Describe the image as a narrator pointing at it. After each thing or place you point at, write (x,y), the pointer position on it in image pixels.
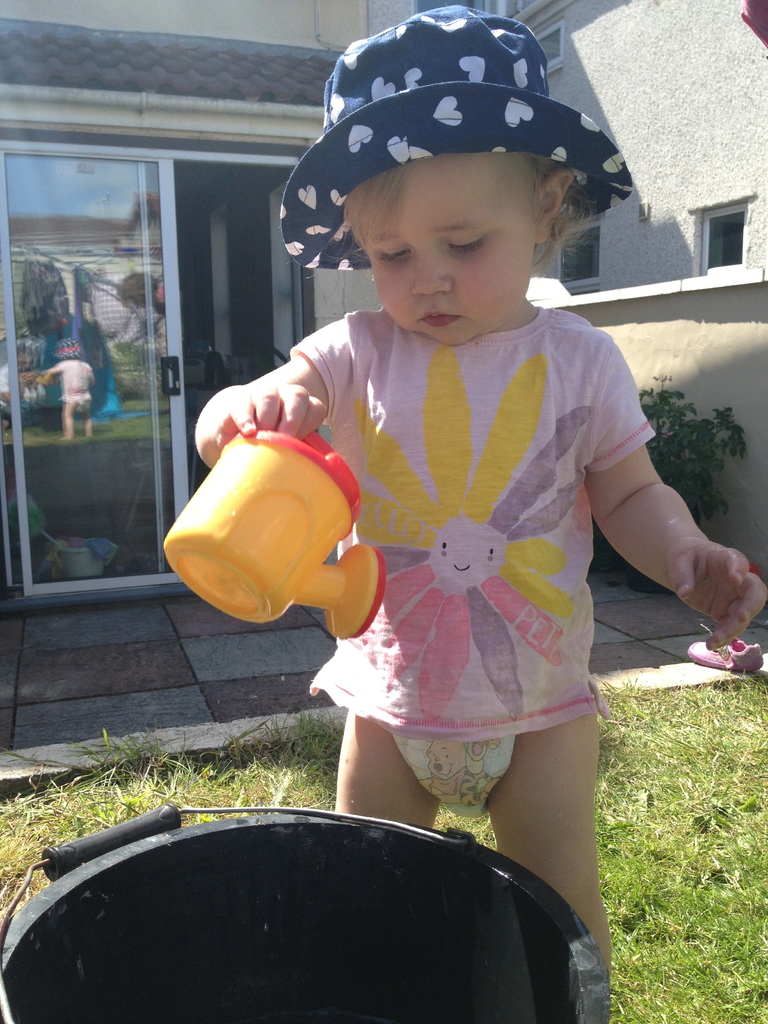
In this image, we can see a kid (397,194) wearing a hat (444,112) and holding an object (301,504). In the background (165,205), there are buildings (179,174) and we can see windows (720,229) and glass doors (145,354) and plants (683,454). At the bottom (156,874), we can see a bucket (394,895) and there is a floor (177,685) and a ground (220,752).
